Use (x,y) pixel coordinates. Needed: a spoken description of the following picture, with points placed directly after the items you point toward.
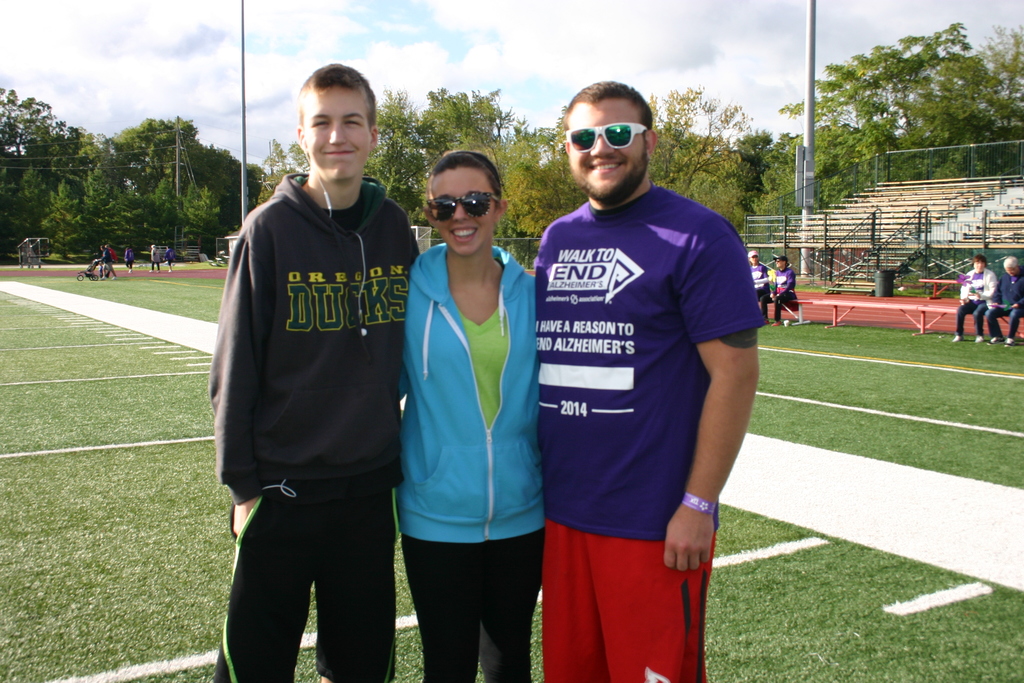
In front of the image there are three persons (497,425) standing. There are two persons (512,298) with goggles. At the bottom of the image (147,599) on the ground (779,458) there is grass (130,580). Behind those people (721,275) there are few people (962,309) sitting on the benches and some other people (131,262) are walking. In the background (80,243) there are trees (251,183), electrical poles (241,193) with wires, steps (885,239) and railings (860,263). At the top of the image (11,55) there is sky (499,102) with clouds (21,18).
